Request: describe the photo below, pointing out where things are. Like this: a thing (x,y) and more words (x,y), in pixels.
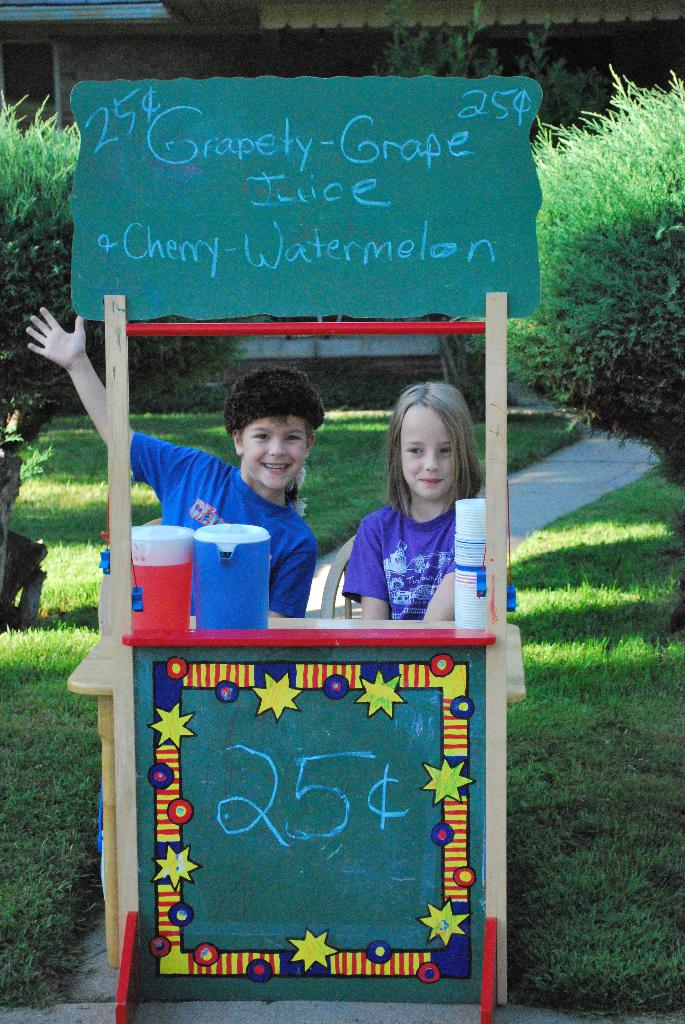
In this image there is one boy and girl (432,463), and in front of them there is a table (254,831) and some boards (199,688) and there are mugs (154,556), cups (468,612) and there is some text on the boards (223,657). And at the bottom of the image (46,781) there is grass (556,796), and in the background (39,179) there are some plants (39,179) and houses (236,54).
